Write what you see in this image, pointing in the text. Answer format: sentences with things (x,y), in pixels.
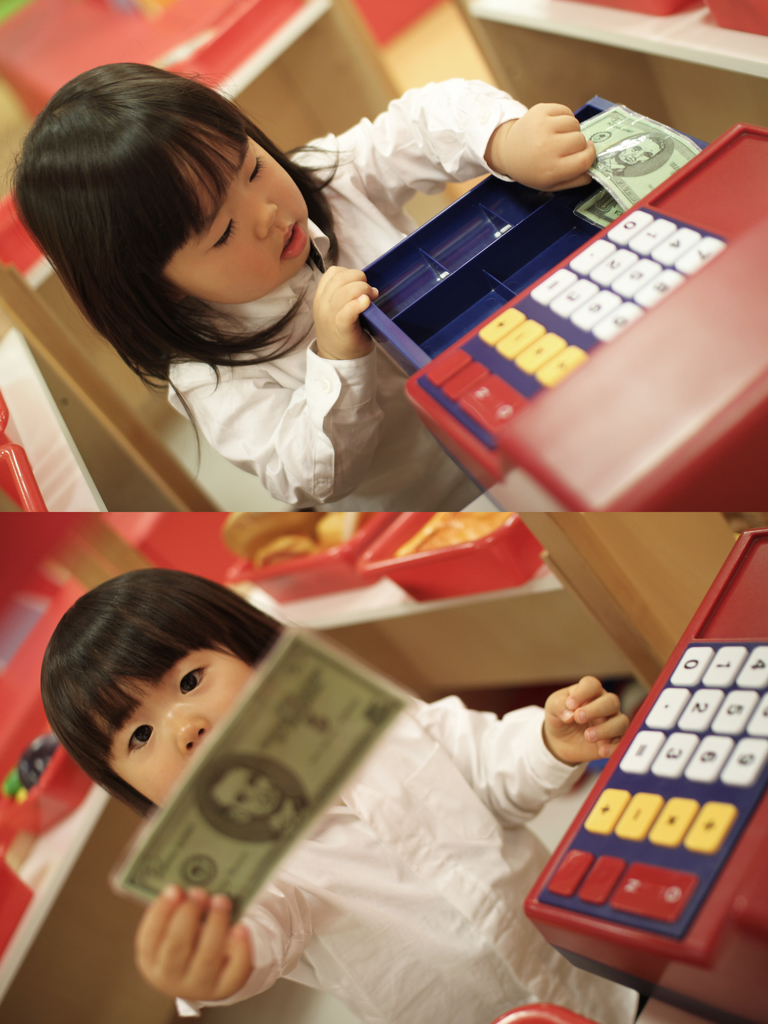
This is a collage image. We can see a girl (276,344) in the white shirt (310,355) and she is holding a currency note (599,140). In front of the girl (305,841) there is an object (572,928). Behind the girl (206,648), there are trays (325,579) and some blurred objects (279,549).
